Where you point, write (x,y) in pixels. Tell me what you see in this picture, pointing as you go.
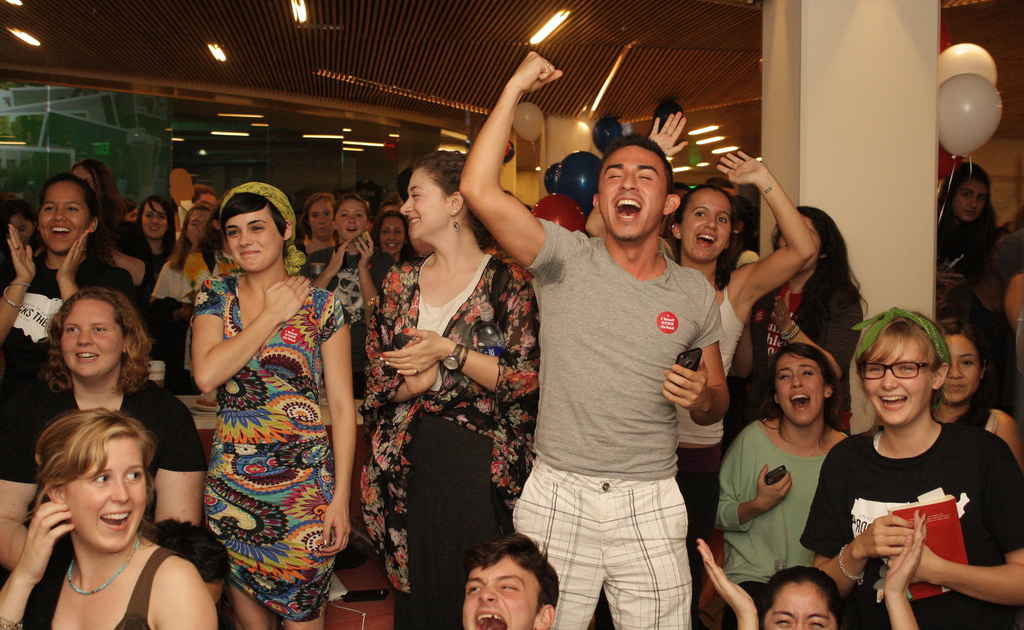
In this image I can see the group of people (489,448) with different color dresses (431,496). I can see one person (951,570) holding the book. In the background (573,209) I can see colorful balloons (539,207) and the lights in the top (310,135).
